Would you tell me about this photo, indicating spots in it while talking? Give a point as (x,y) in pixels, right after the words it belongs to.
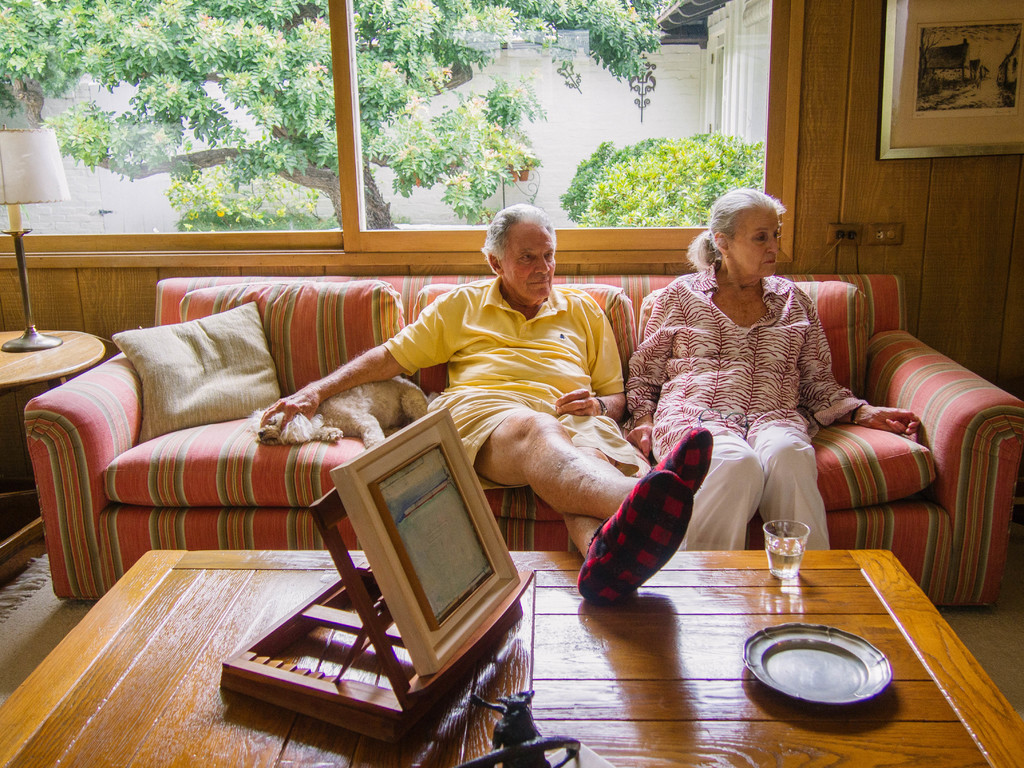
This picture describe about a two person (527,344) in the house (416,344), one is old man (546,363) and other is old woman (723,377) sitting on the sofa (274,490), man (490,333) wearing yellow t-shirt (507,364) with shorts (478,428) and red and black strip socks (639,537). On the table (560,657) we have big photo frame (404,573) and behind them we can see a glass window (392,161) in which trees (407,85) are seen and white wall (571,95) behind the trees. Inside the room (830,182) we can see a photo frame (913,84) on the right side (918,117) and on left side (44,185) a table light (26,157) on the table (36,368).
